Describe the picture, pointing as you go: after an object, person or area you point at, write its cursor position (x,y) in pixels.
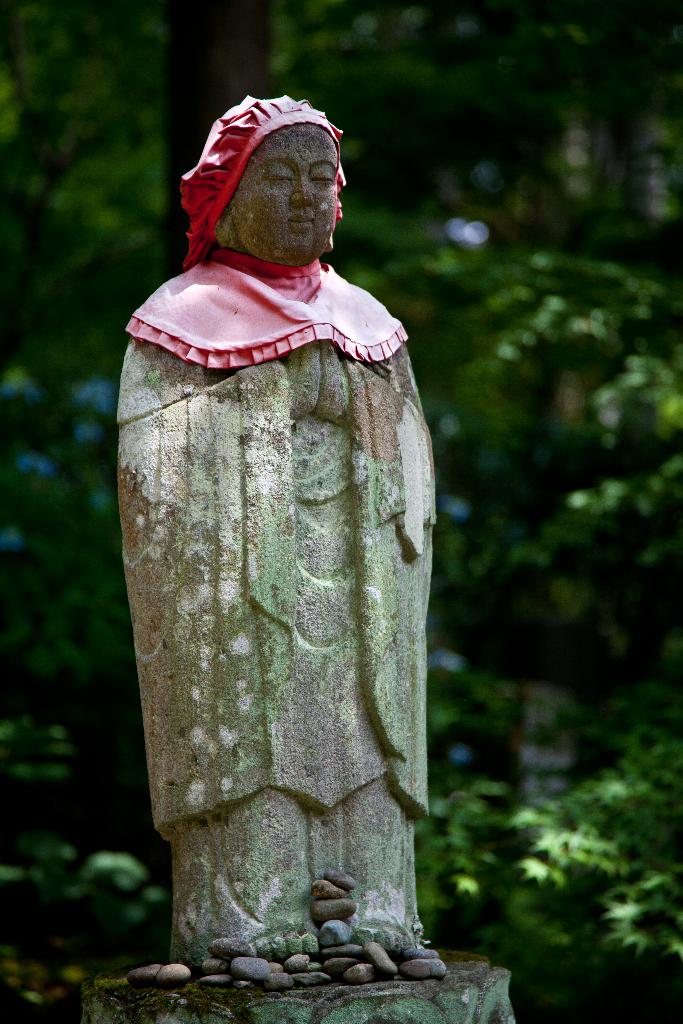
In the center of the image (405,544) we can see a statue (295,466). At the bottom of the image (284,983) we can see some stones (359,971). In the background of the image (115,632) we can see the trees (678,708).
